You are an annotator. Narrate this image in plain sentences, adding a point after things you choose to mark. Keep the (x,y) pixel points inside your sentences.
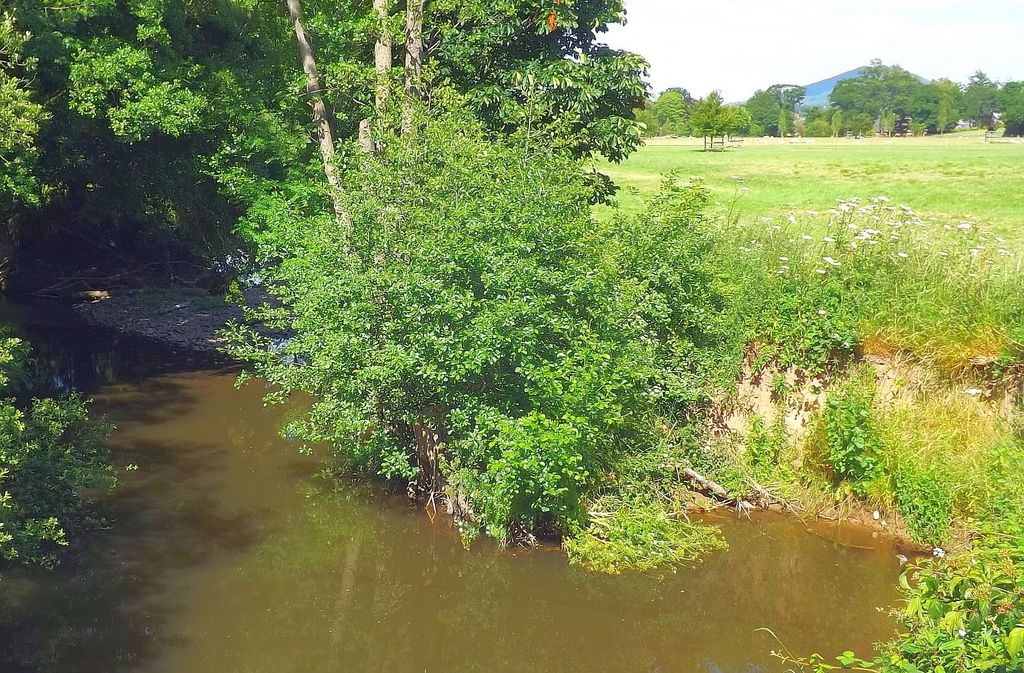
In the foreground of this image (259,470), there is a river (239,444) and trees (358,199) beside it. In the background (974,309), there is grass (967,321), flowers (855,217), and, trees (888,90), a mountain (823,83) and the sky (727,22).
